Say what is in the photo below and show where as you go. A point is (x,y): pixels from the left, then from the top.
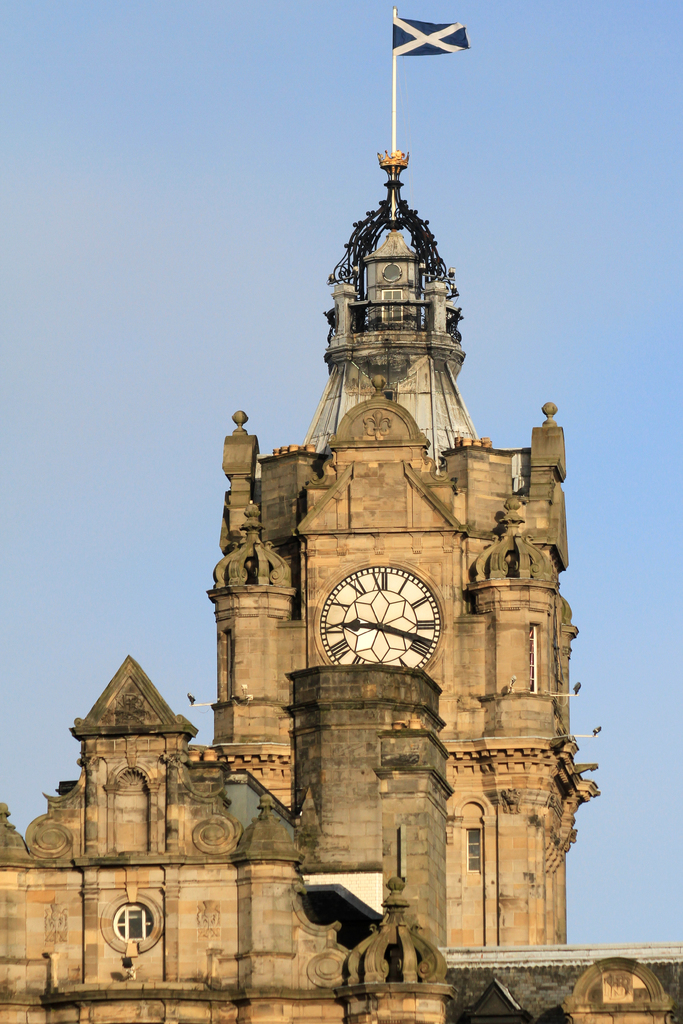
In this image we can see building (306,837), clock tower (413,358), flag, flag post (393,97) and sky (146,420) in the background (315,337).
